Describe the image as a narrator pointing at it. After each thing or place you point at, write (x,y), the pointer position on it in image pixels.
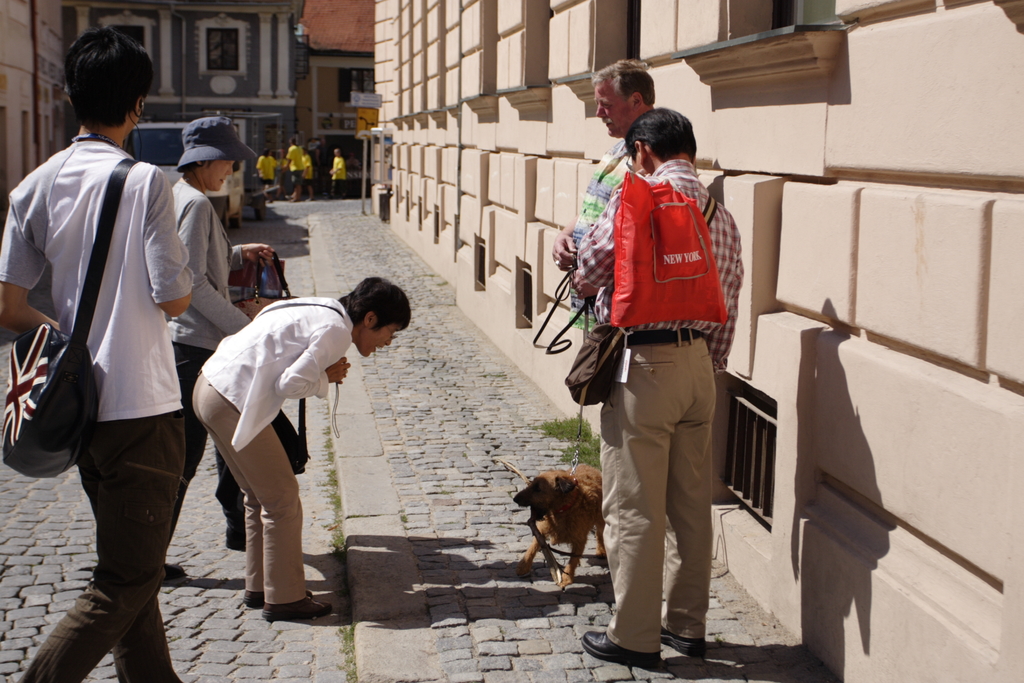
In the picture there are two men (609,292) standing on footpath (424,310), a man (618,233) is holding a dog (561,491) with the chain (577,436) he is also wearing a red color bag (674,257), to the left side (283,476) there are three people (241,424) the middle person (293,387) is pampering the dog (543,505) far away there are few other people (293,163) they are wearing yellow uniform (340,174) there is a truck (246,117) beside them, in the background (261,99) there are also few other buildings (364,64).
